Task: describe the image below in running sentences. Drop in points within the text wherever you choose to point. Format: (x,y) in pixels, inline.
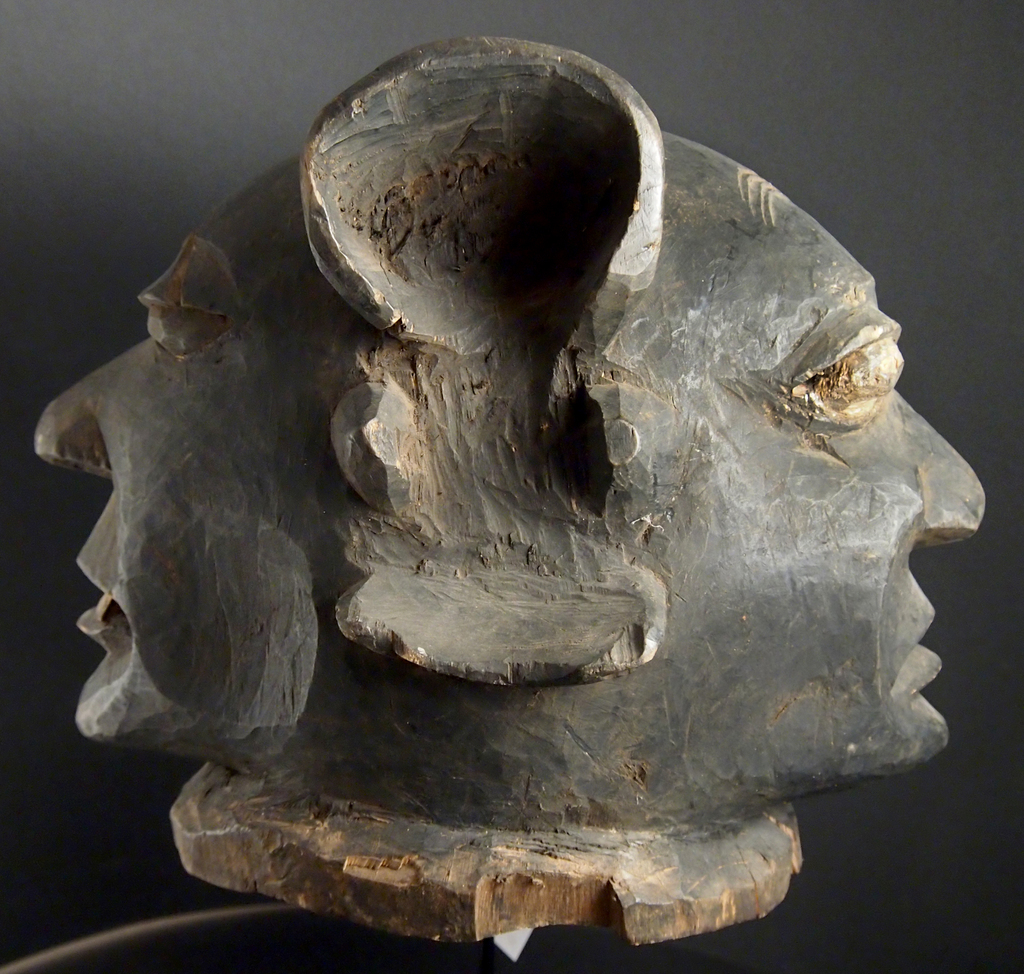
Here we can see a statue (735,415) and there is a dark background (100,239).
